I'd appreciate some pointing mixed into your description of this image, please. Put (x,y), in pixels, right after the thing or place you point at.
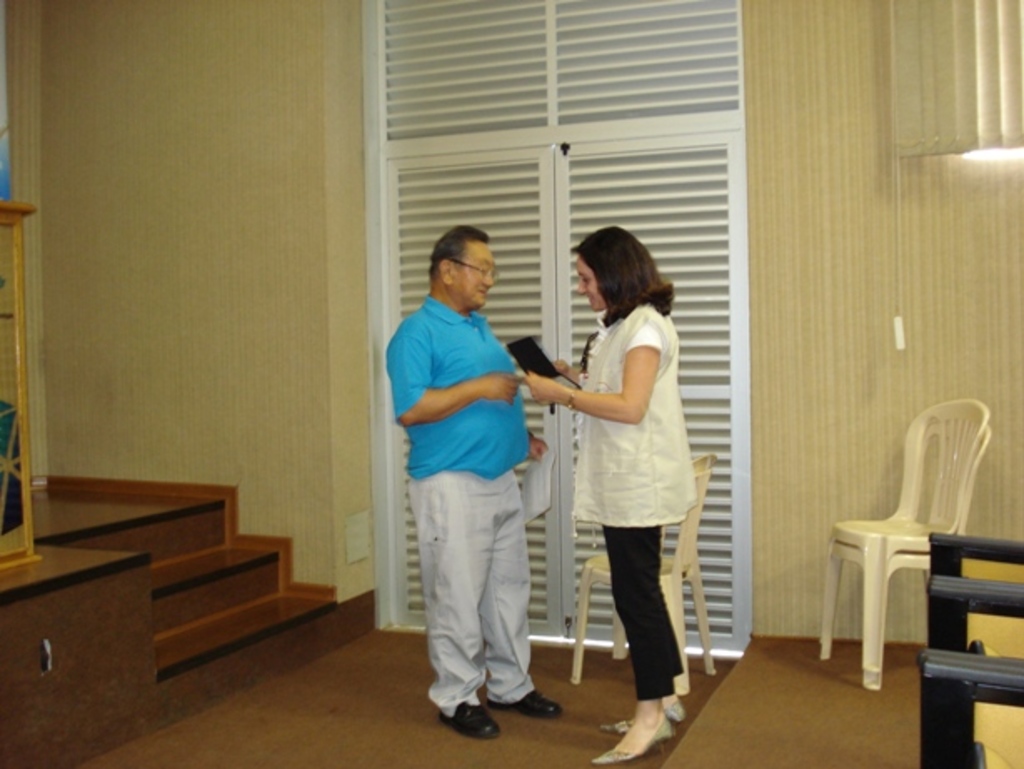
In this image there is a person (490,471) who is wearing a blue shirt (474,447) and white pant (467,559) And he is holding a paper (546,480) in his left hand (535,448). There is a woman (634,475) who is wearing a white jacket (642,474) and black pant (628,589). And she is holding a tablet (531,362). Behind them there is a door (531,279). On the right (917,470) there is a plastic chairs (936,516) and wooden chair (993,652). On bottom left corner (298,638) there is a stairs (224,589) which going near to a door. On the top right corner (1023,162) there is a light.
